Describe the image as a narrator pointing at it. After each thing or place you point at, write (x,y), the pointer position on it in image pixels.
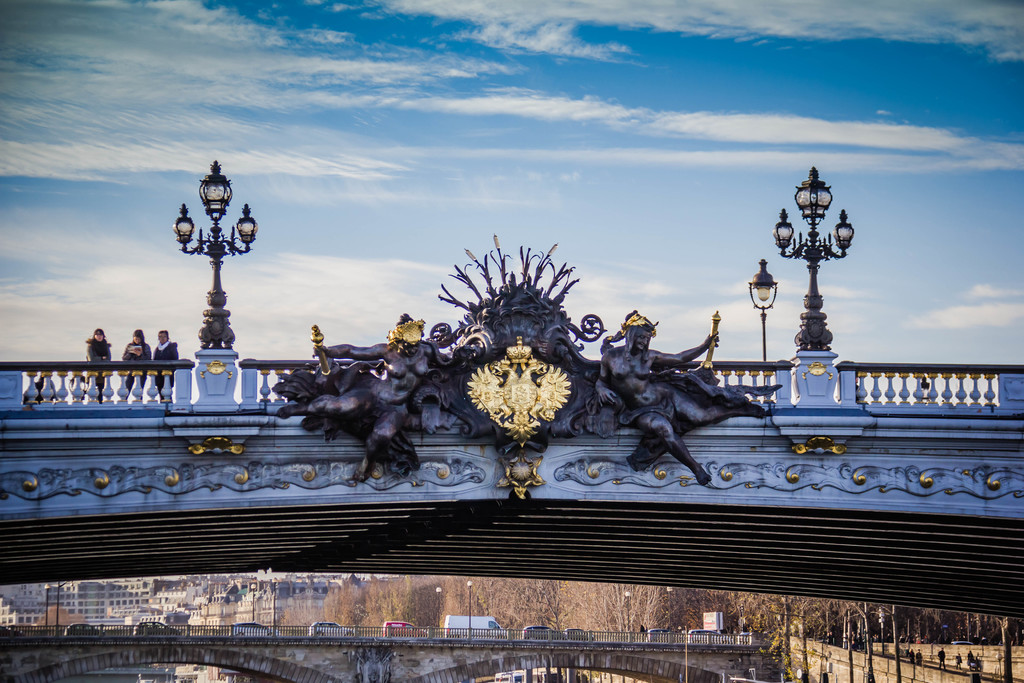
This picture describes about group of people (104,336), on the left side of the image (105,350) we can see few people (142,338) are standing on the bridge (184,415), beside to them we can see few lights (189,238) and poles (219,275), in the background (150,597) we can see few vehicles (242,625), trees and buildings (225,600).
